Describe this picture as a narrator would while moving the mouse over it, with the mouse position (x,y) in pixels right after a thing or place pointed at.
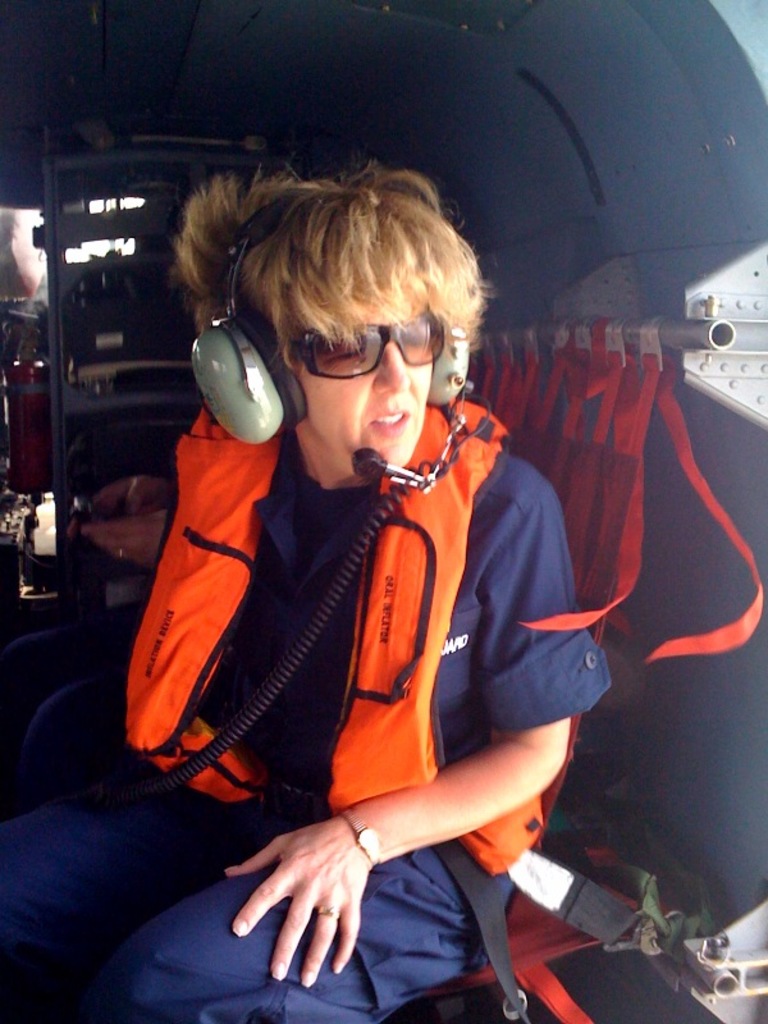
Picture inside of a vehicle (664,274). This person (395,613) wore a life jacket (394,674), headset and goggles (383,335). Backside there are things (623,374).
